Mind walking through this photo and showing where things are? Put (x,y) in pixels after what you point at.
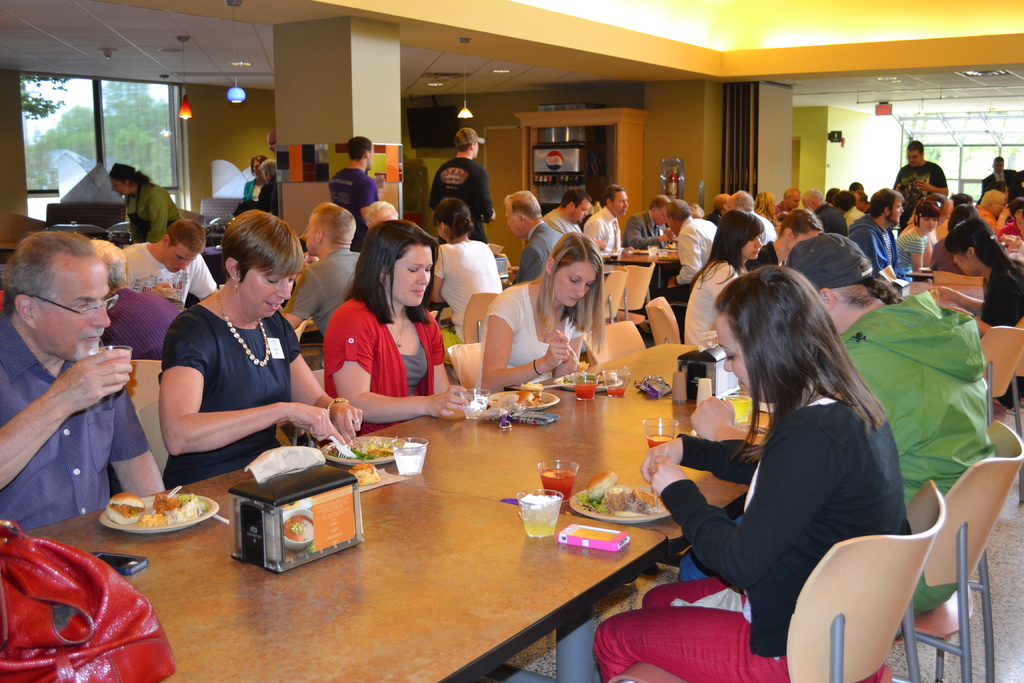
In this picture we can see a crowd of people (162,230) where in front (584,521) we can see table (533,452) and on table (485,508) there are glasses (408,453), plate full of food (202,501) and mobile (564,533). Woman (541,366) are sitting on chair (656,306) and eating food (537,387) and in background (318,79) we can see pillar (309,65), glass window (142,119), trees (148,126), lights (233,87) and some persons (472,148) are standing and on left corner (73,580) we can see bag (113,613) on the table (457,449).
